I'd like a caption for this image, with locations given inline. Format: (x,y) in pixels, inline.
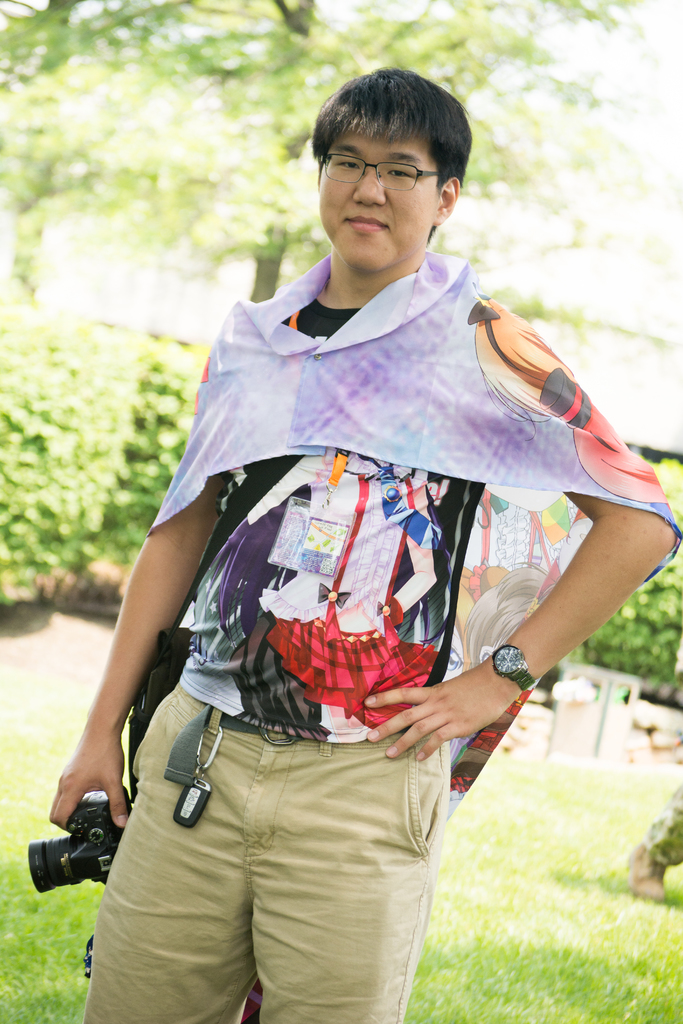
A man (313,605) is wearing a colorful t shirt (374,538), over him there is a cloth (412,396). He is wearing a specs (401,177) and watch (497,653). He is holding a camera (94,839). On the ground (530,916) there are grasses (524,879). In the background (230,214) there are trees (207,185).
